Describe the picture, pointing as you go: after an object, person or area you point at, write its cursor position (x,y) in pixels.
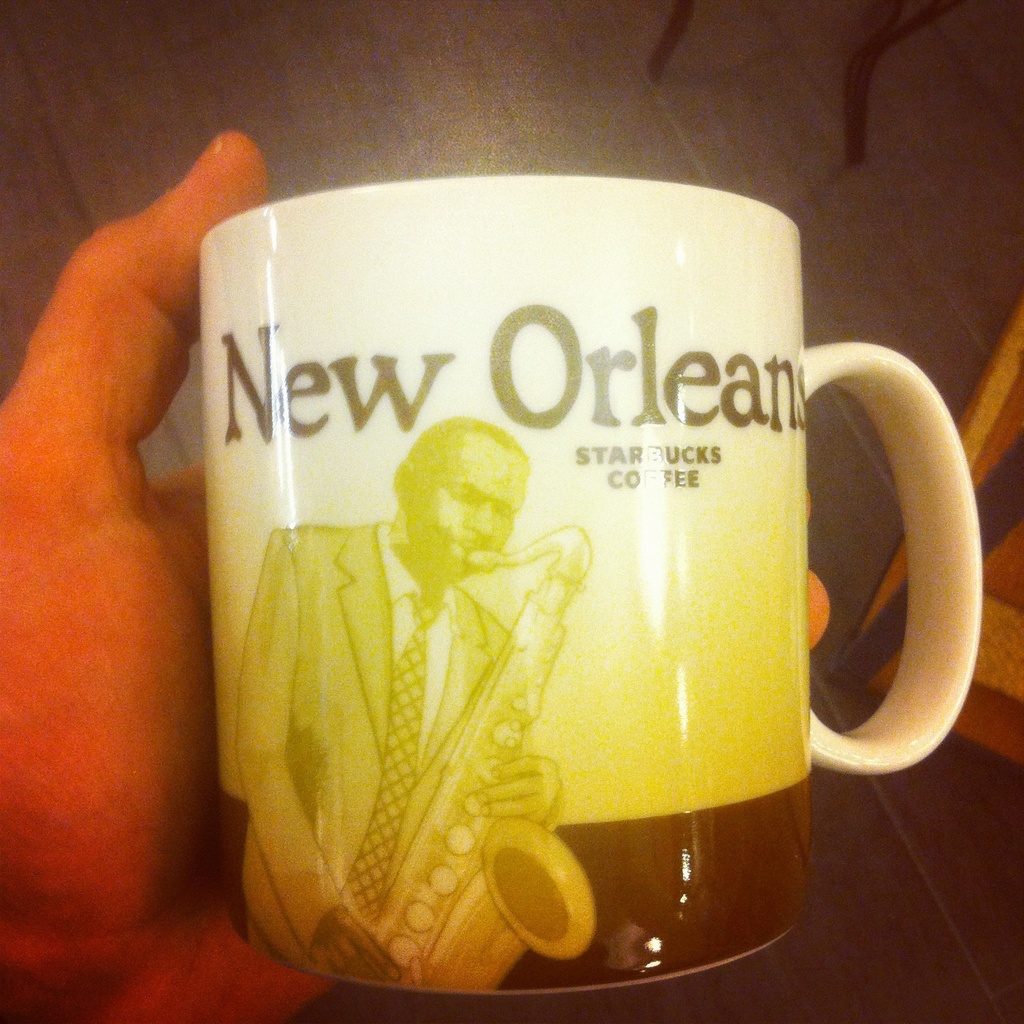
In the foreground of the image (29,895) there is a person's hand (140,326) holding a mug (433,570). At the bottom of the image (974,775) there is floor (907,917).
